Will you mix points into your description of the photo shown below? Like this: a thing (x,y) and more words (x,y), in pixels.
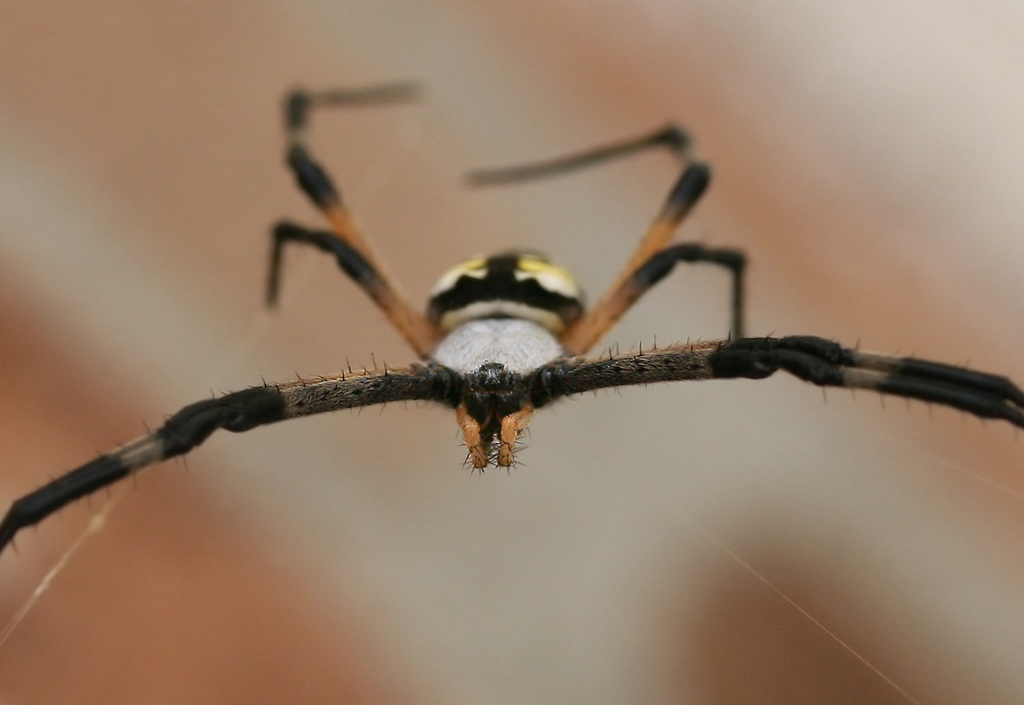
In this image there is a spider (420,315) and the background (827,67) is blurred.
